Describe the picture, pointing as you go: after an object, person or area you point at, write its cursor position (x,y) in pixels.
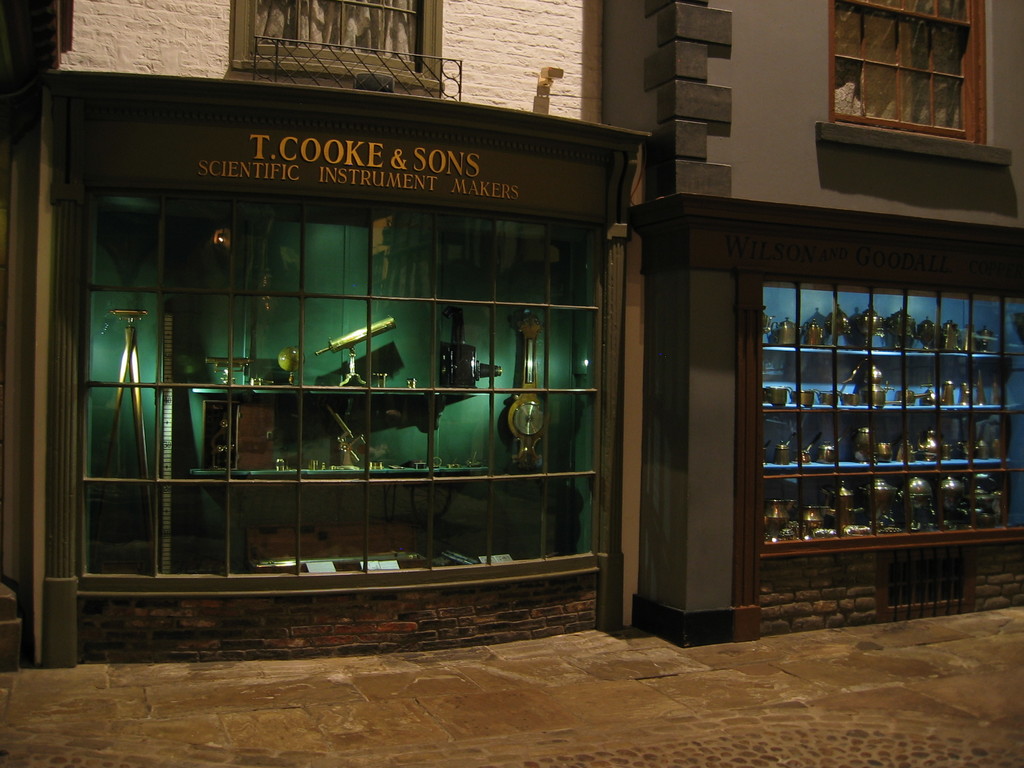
In the center of the image (615,264) there is a instrument store (580,610). At the right side of the image (760,610) there is another store (810,562). At the bottom of the image (549,671) there is road (142,674).
